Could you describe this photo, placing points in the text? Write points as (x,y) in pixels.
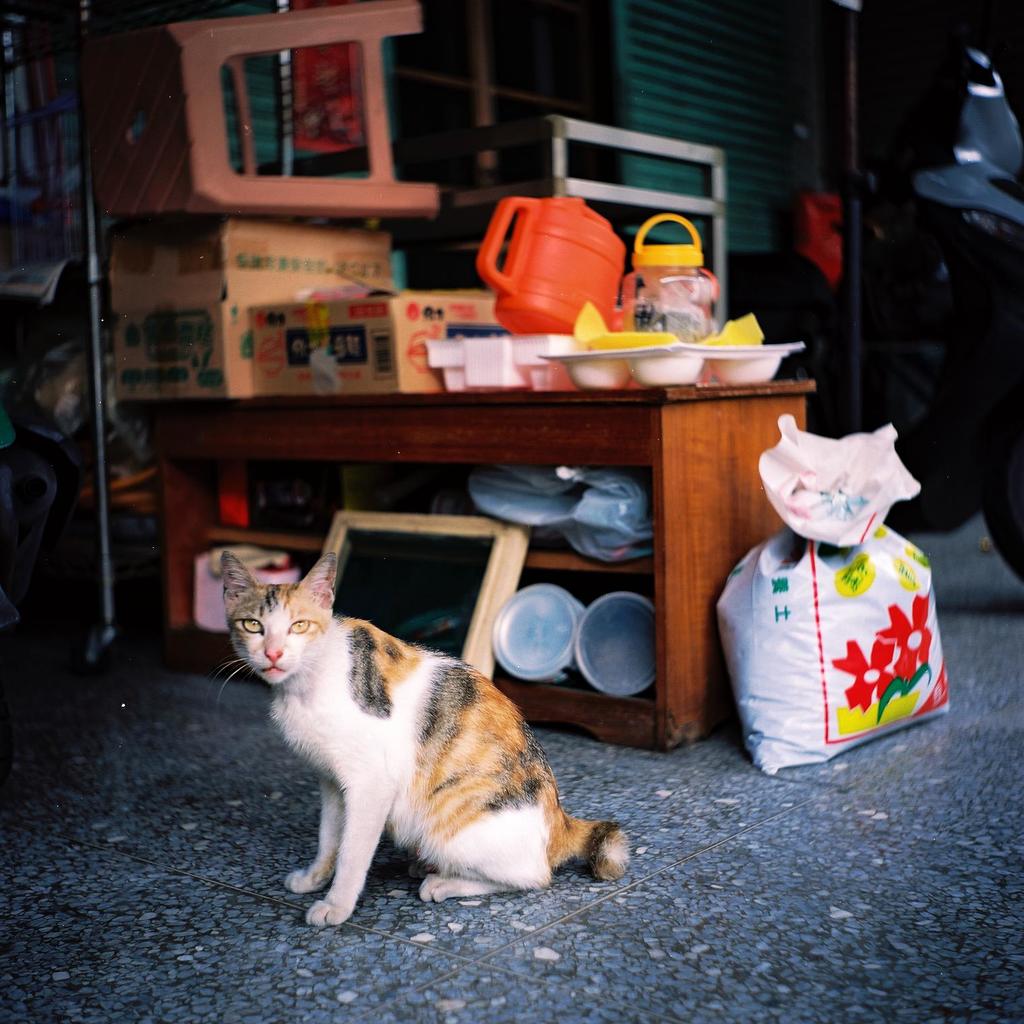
In this image I can see the cat (420,696) in black, brown and white color. Back I can see few cardboard boxes (298,348), white, orange color objects (642,263) on the table (508,420). I can see few objects (599,540), poles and the dark background (893,237).
